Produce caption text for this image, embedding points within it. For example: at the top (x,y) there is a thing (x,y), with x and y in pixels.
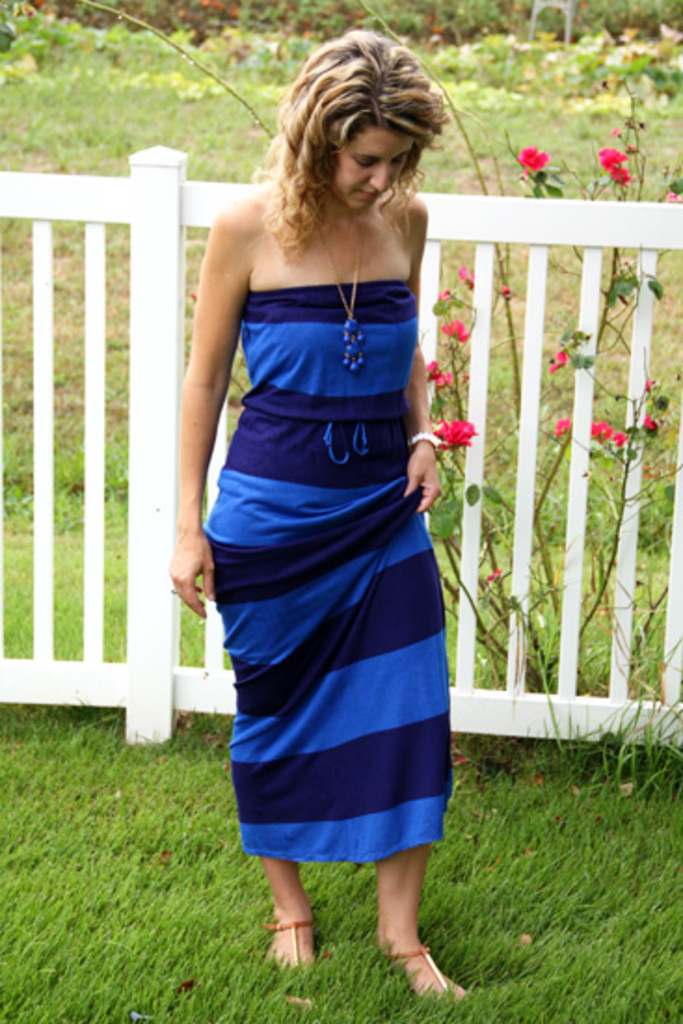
In this image I can see a woman (313,476) wearing blue colored dress (320,533) is standing on the ground (181,842). I can see the white colored fence (147,426), some grass (148,845) and a plant (501,498) with red colored flowers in the background (209,141).
